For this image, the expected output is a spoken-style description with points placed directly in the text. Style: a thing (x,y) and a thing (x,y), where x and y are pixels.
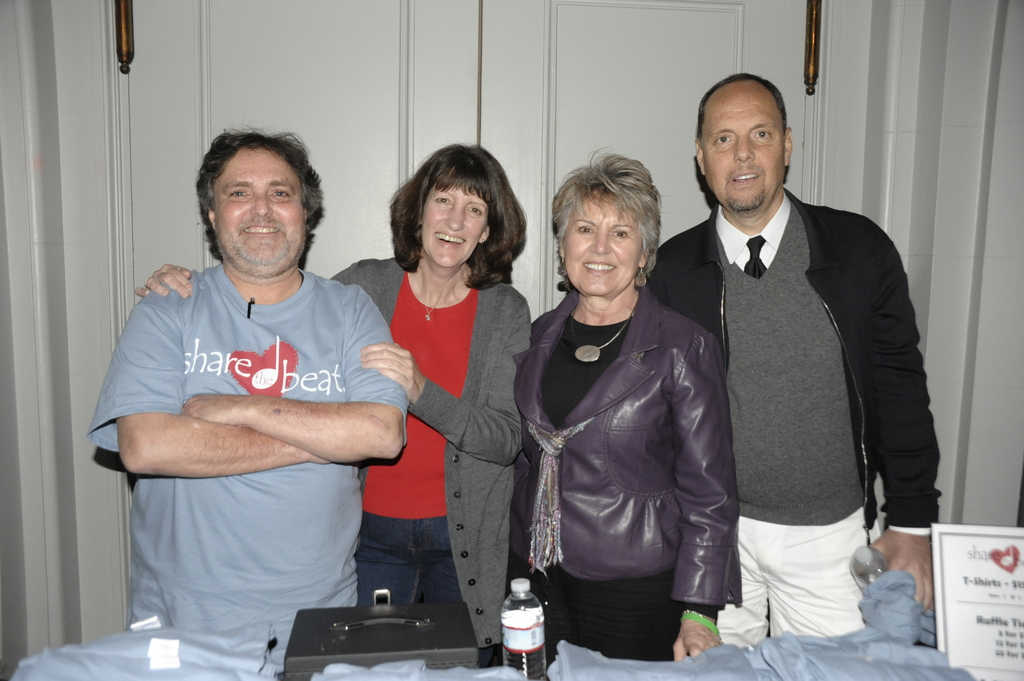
In this picture we can see four people (466,565) standing and smiling and in front of them we can see bottles (522,651), name board (974,594), box (477,662), clothes (836,647) and at the back of them we can see doors (472,71).
